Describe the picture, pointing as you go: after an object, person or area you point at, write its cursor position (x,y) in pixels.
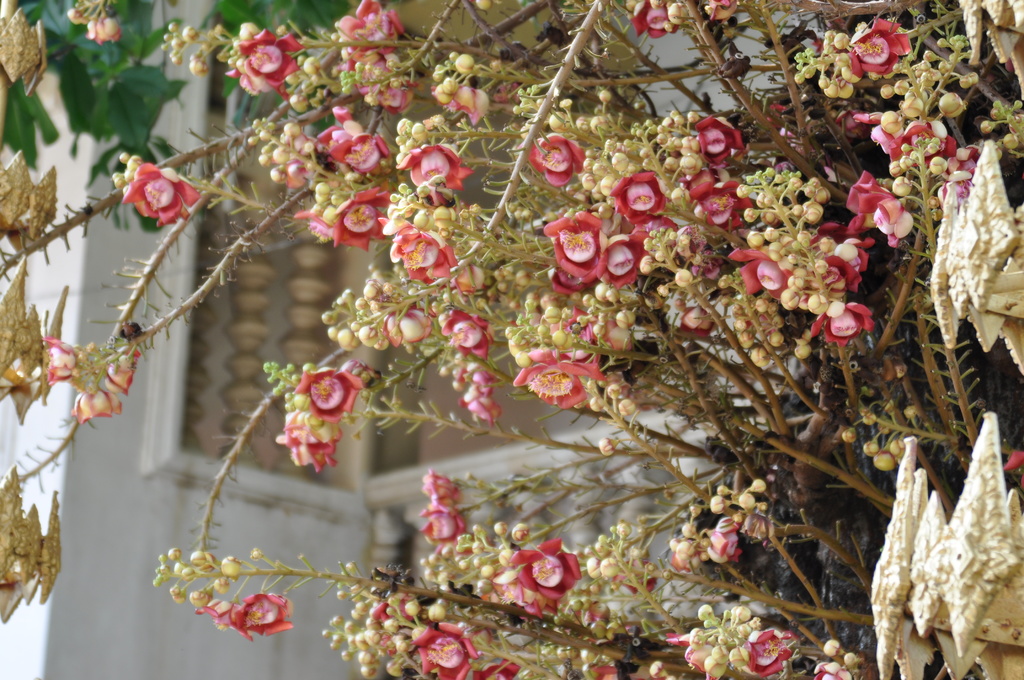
In this image we can see few plants (619,292) with flowers (536,385) and buds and there are some other objects (982,558) and in the background (638,40), we can see the wall (104,490).
